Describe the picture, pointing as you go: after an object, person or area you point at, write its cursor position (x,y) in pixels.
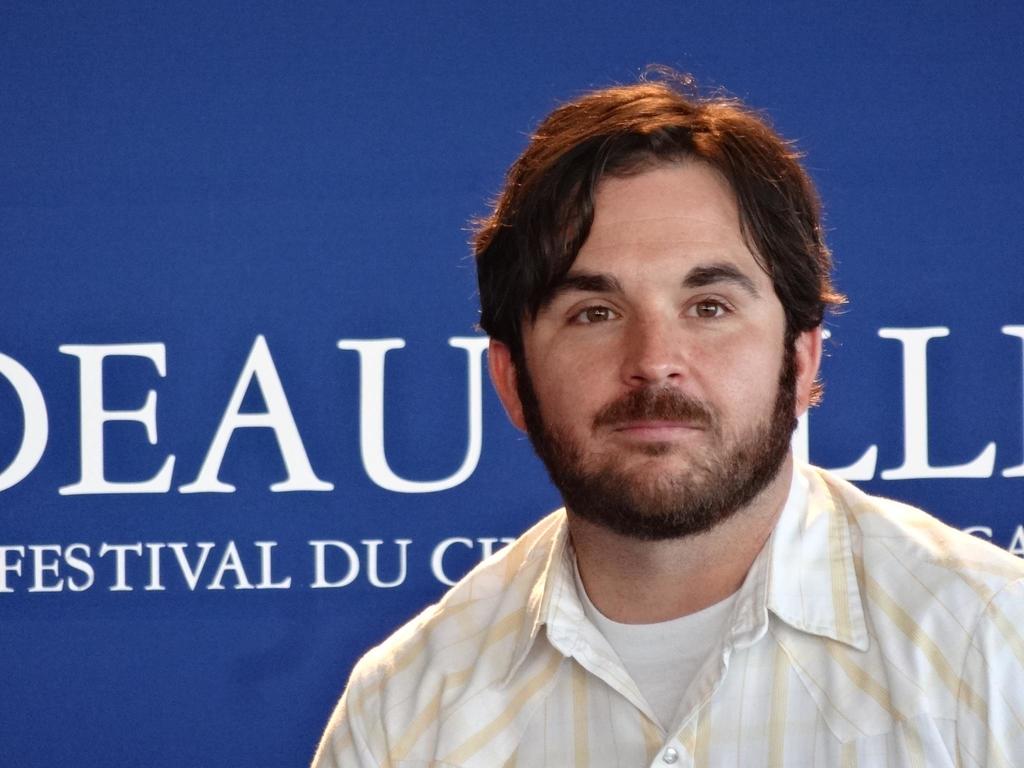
In this image in the foreground (657,333) there is one person (586,534) and in the background (289,77) there is a board (894,234), on the board (142,449) there is some text (395,482).
